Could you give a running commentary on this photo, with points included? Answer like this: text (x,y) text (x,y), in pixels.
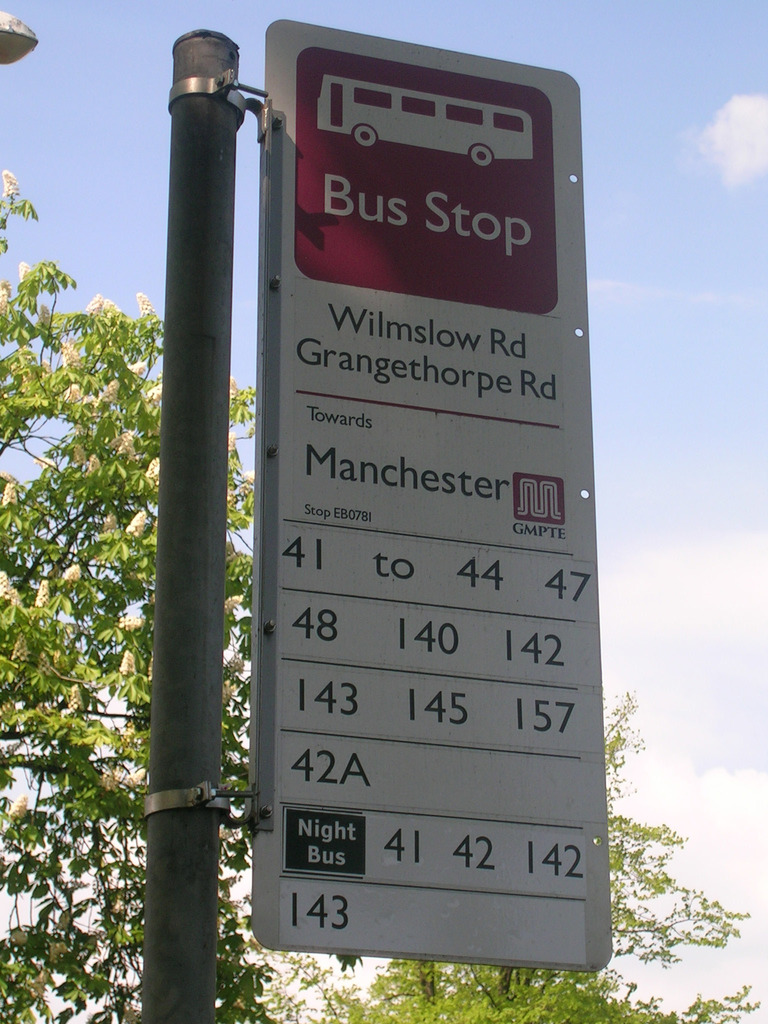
In the image we can see there is a hoarding (394,510) of a bus stop (409,529) and behind there is a tree (23,639).
